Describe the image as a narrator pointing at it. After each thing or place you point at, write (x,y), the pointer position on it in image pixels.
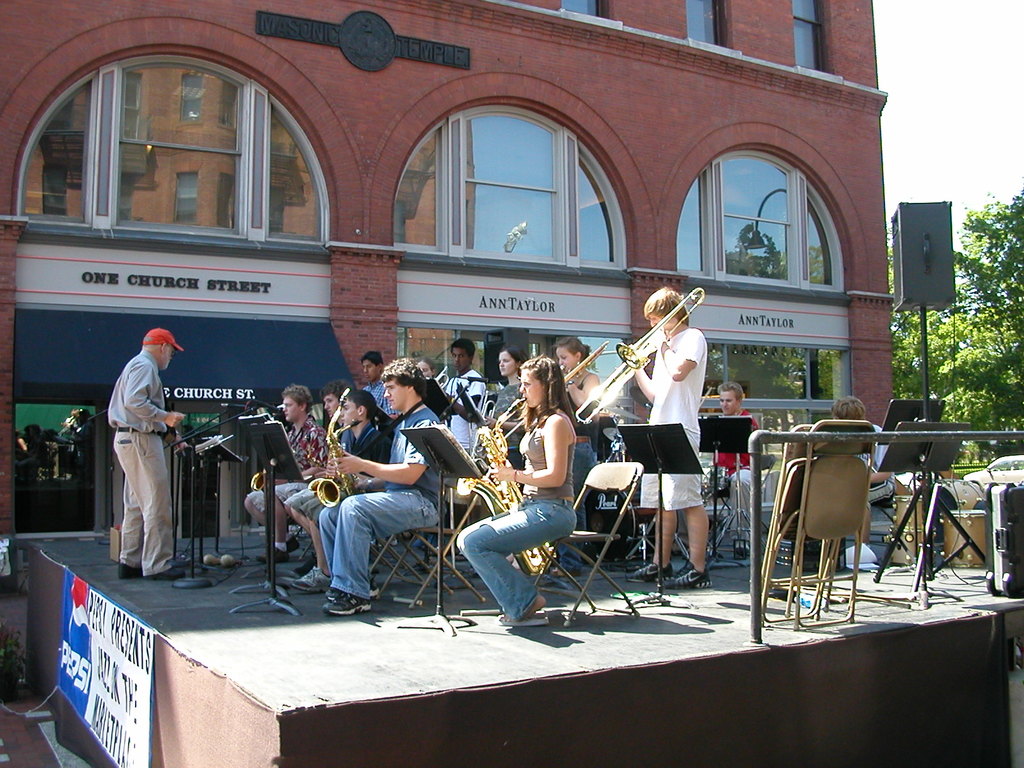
In this image we can see people (389,440) playing musical instruments (610,526). There are chairs (828,568) and we can see a band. At the bottom (147,693) there is a board (138,706) and we can see a speaker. There are stands (273,456). In the background (372,338) there is a building (402,268) and we can see trees (943,333). There is sky (949,178).
